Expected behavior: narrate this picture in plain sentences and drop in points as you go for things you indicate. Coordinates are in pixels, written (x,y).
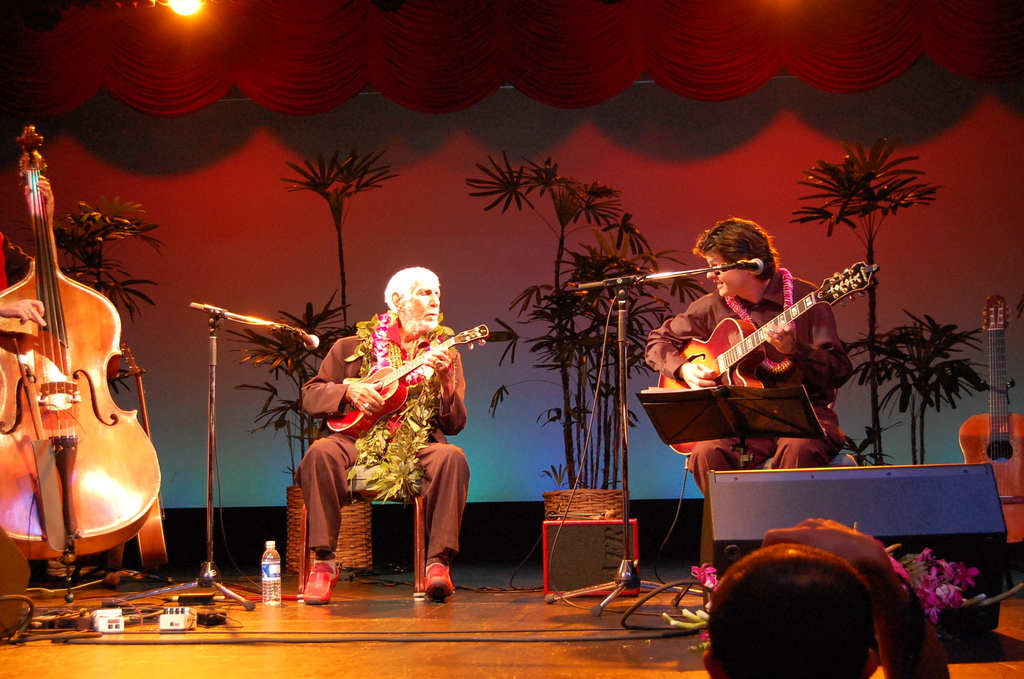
In this image I can see few people (404,271) playing musical instrument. In the background (829,5) I can see red curtain (302,91), here I can also see a mic (744,268).
